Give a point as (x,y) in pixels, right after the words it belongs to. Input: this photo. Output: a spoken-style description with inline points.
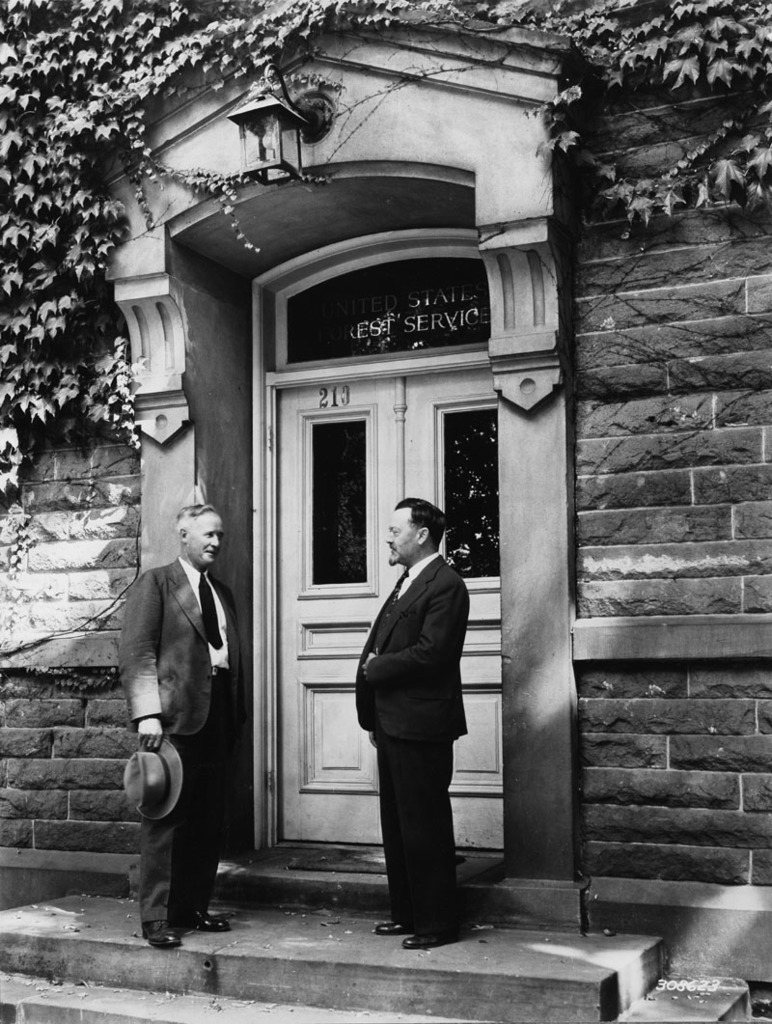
It is a black and white image. In this image we can see the building wall (618,327) with the door (365,417) and also leaves (56,160) and lamp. We can also see two persons (184,848) wearing the suits (441,659) and standing on the path (340,931). In the bottom right corner (675,980) we can see the numbers (692,985).
